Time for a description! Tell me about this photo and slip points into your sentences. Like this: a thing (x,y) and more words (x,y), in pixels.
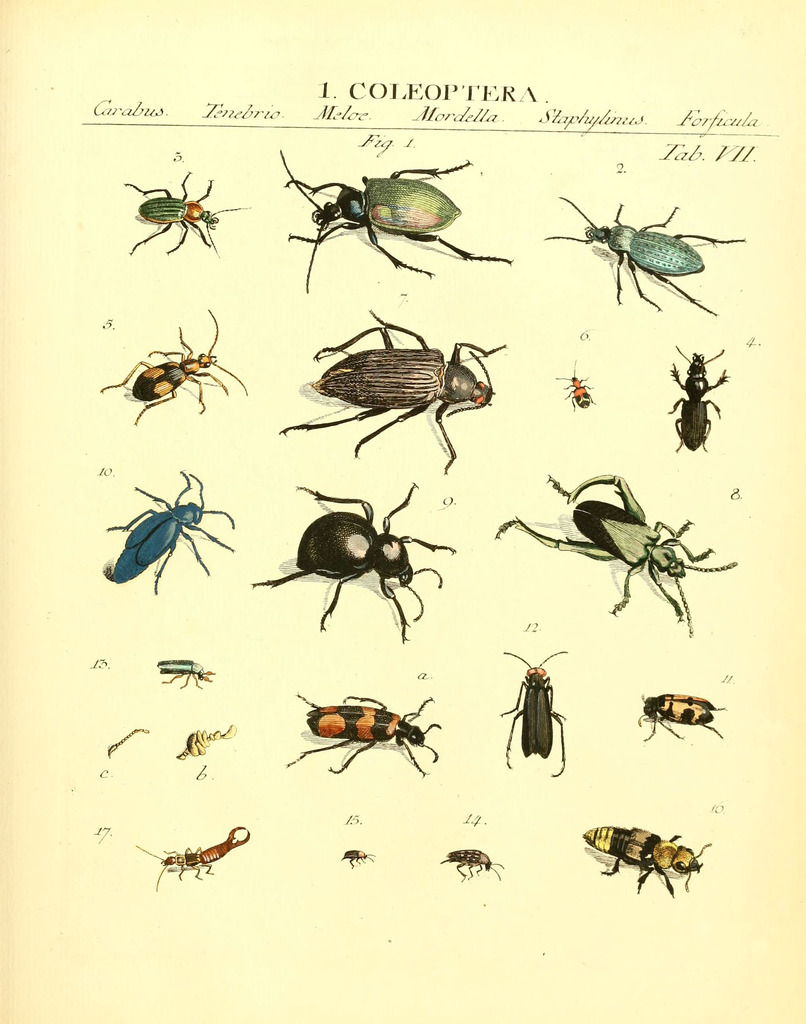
In this picture we can see a different types of insects (387,196). There is a text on top (466,123).
